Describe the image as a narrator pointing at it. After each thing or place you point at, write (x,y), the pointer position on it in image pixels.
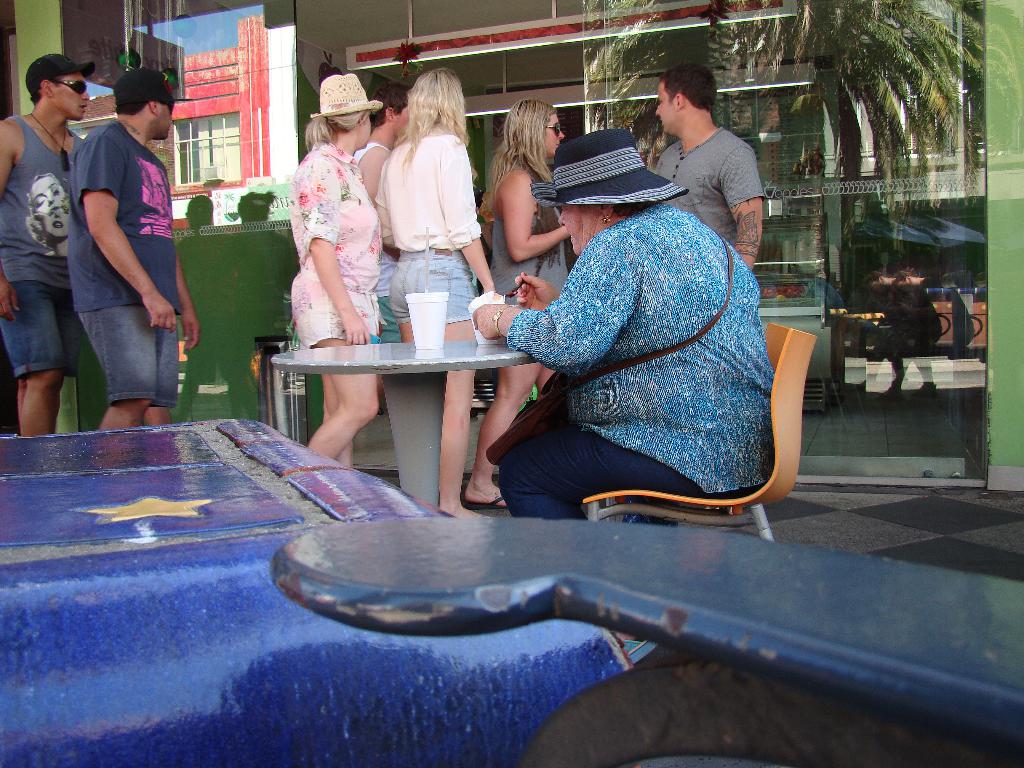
In the middle of the picture (571,296), woman (629,313) in blue shirt (629,313) is sitting on chair (658,495) in front of table (412,368) on which glass (418,318), cup of ice-cream (487,294) are placed and she is eating ice cream (470,308). Beside that, we see many people (148,263) standing and on the right corner of picture (883,11), we see glass (889,229) from which we can see trees (776,42) and buildings (256,86). On the left bottom of picture (46,605), we see a bench (262,630) which is covered with blue tiles (364,703).
